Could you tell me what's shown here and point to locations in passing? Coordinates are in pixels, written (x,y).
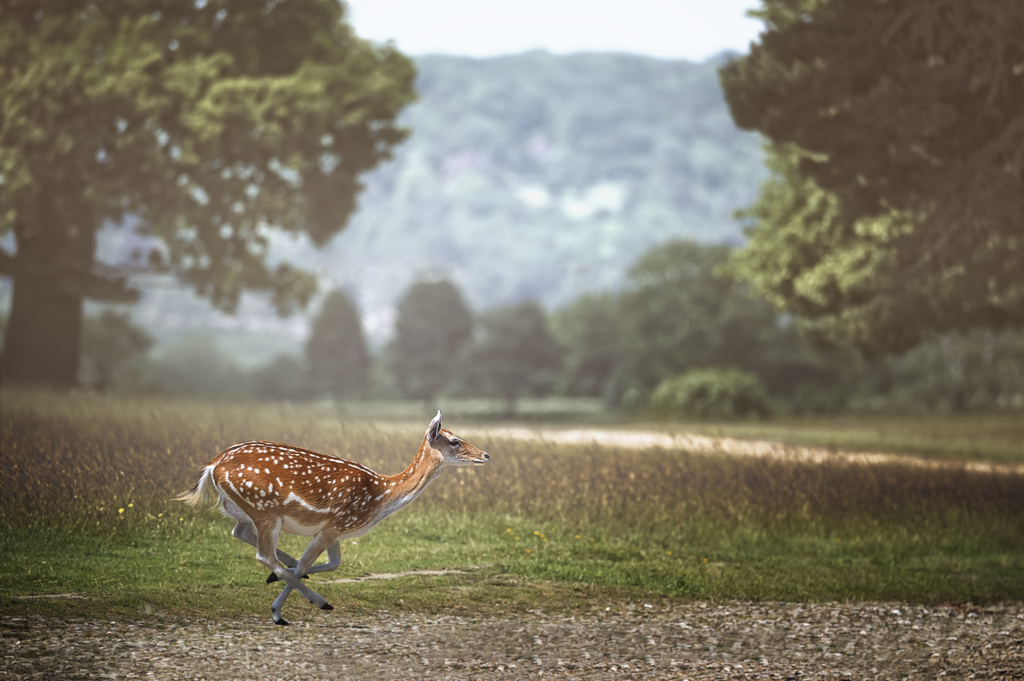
In this image we can see a deer (314,492). Behind the deer (236,486) there are plants (634,322) and the land (504,426) is full of grass (614,482).
